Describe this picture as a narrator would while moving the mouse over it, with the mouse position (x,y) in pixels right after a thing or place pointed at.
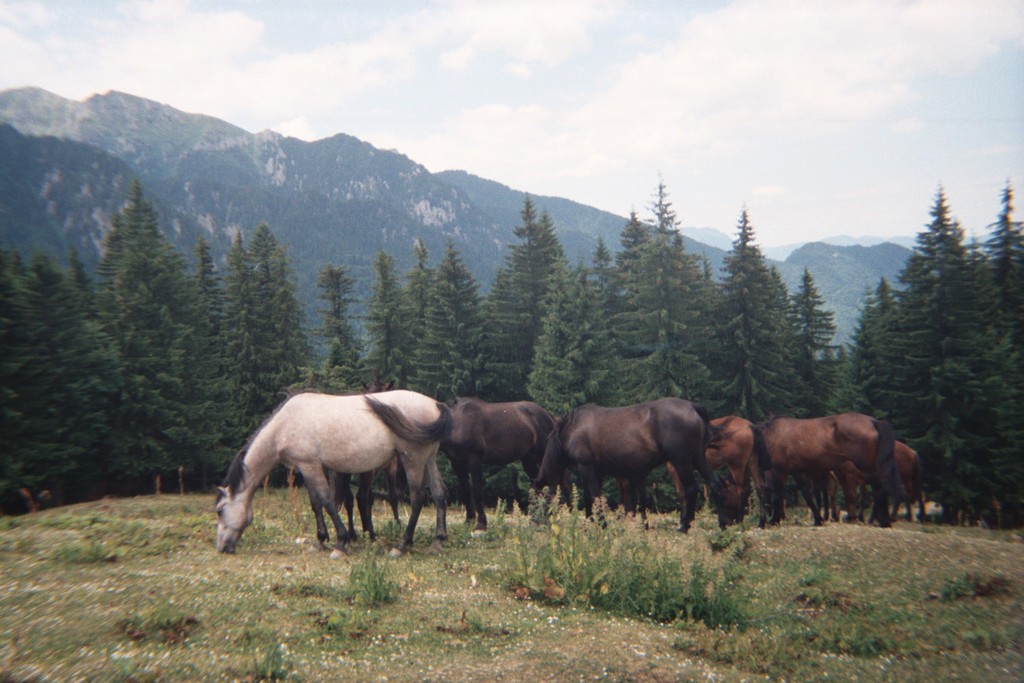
In this image, we can see some animals (468,430). We can see the ground (270,636). We can see some grass (266,584), plants (712,556), hills (408,221) and trees (680,302). We can also see the sky (516,175) with clouds (527,162).
